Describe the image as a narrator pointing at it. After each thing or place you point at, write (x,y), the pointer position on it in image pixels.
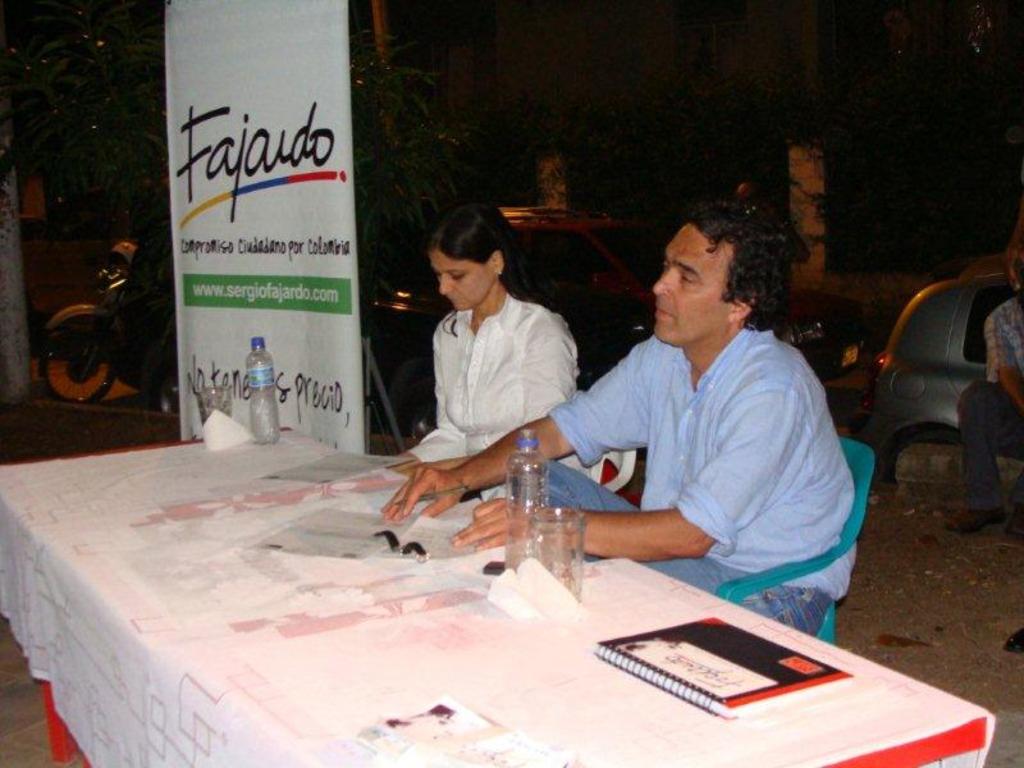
In this image I can see two people (645,388) with blue and white color dresses (547,380). These people (462,382) are sitting in-front of the table (440,607). On the table (486,607) I can see the bottles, glass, book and some papers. To the side of these people (530,381) I can see the banner (205,88). In the background (993,442) I can see one more person (1005,425), many vehicles (885,361) and trees (51,159).
